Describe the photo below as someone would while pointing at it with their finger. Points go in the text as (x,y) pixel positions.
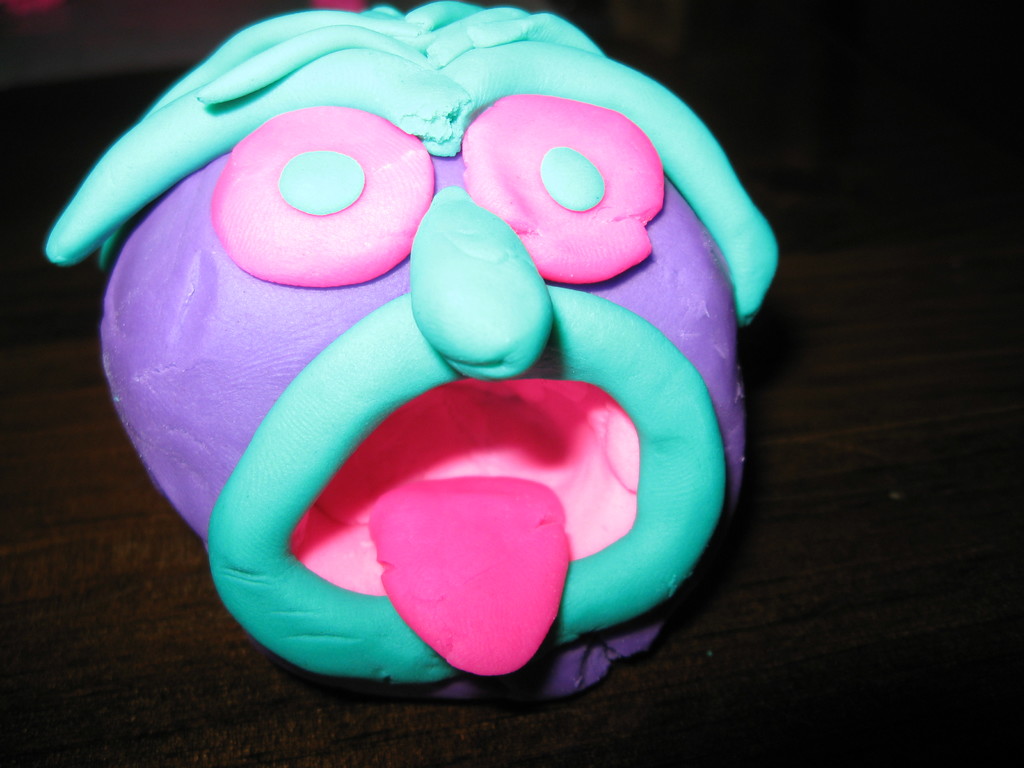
In this picture we can see a clay face (504,377) in the middle of the image (532,477) and we can find dark background (832,133).
